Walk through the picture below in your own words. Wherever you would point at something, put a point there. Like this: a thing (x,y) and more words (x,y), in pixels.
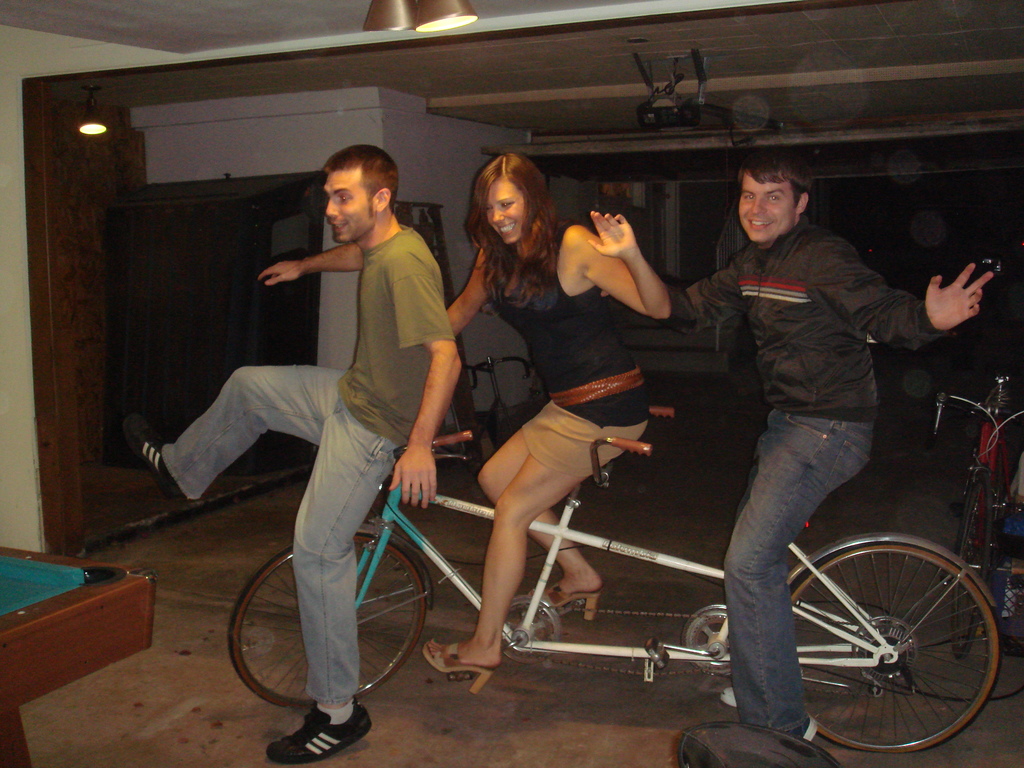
This is the picture of three people (390,263) posing on the bicycle (467,431) and among them one is a women (636,249) and behind them there is a garage door opener (674,86) and a light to the wall (25,188).
